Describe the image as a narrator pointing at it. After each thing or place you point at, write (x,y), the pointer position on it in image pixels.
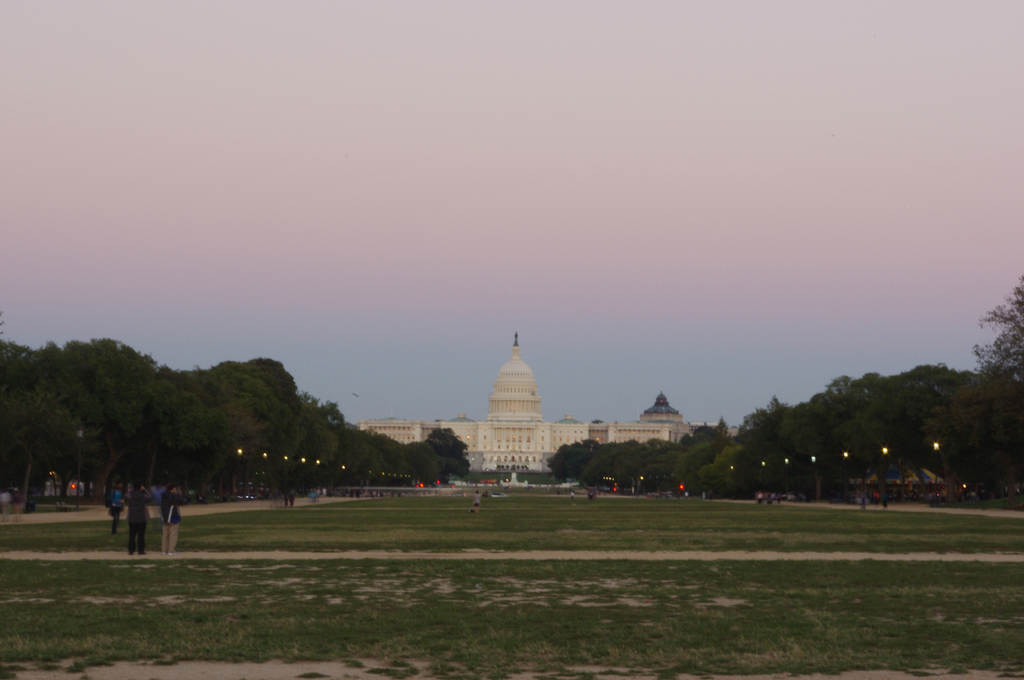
In this picture, we see people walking on the ground (628,582). At the bottom of the picture (532,559), we see grass (480,626). On either side of the picture, there are trees (777,431) and street lights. In the background (660,422), we see a building (492,446) in white color. At the top of the picture (451,126), we see the sky (326,271).
